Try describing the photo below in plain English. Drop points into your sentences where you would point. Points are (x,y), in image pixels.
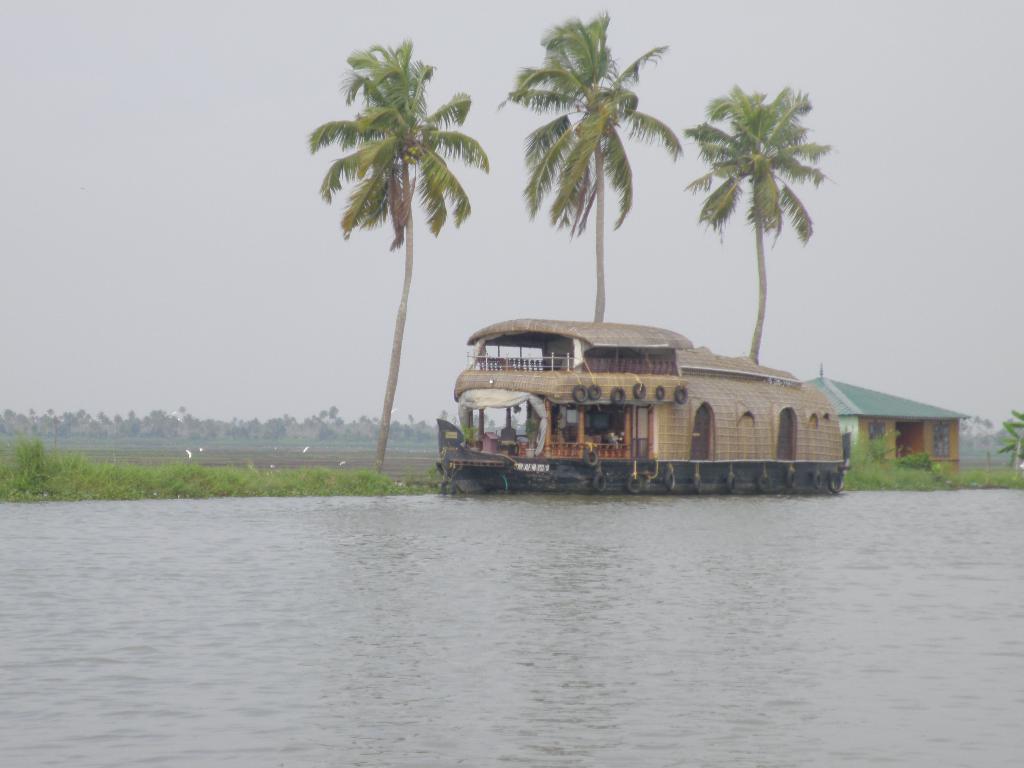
In this image I can see water (663,552) and I can see a boat (709,489) on the water (368,572) and I can see trees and the sky (380,253) and the house (869,401).
